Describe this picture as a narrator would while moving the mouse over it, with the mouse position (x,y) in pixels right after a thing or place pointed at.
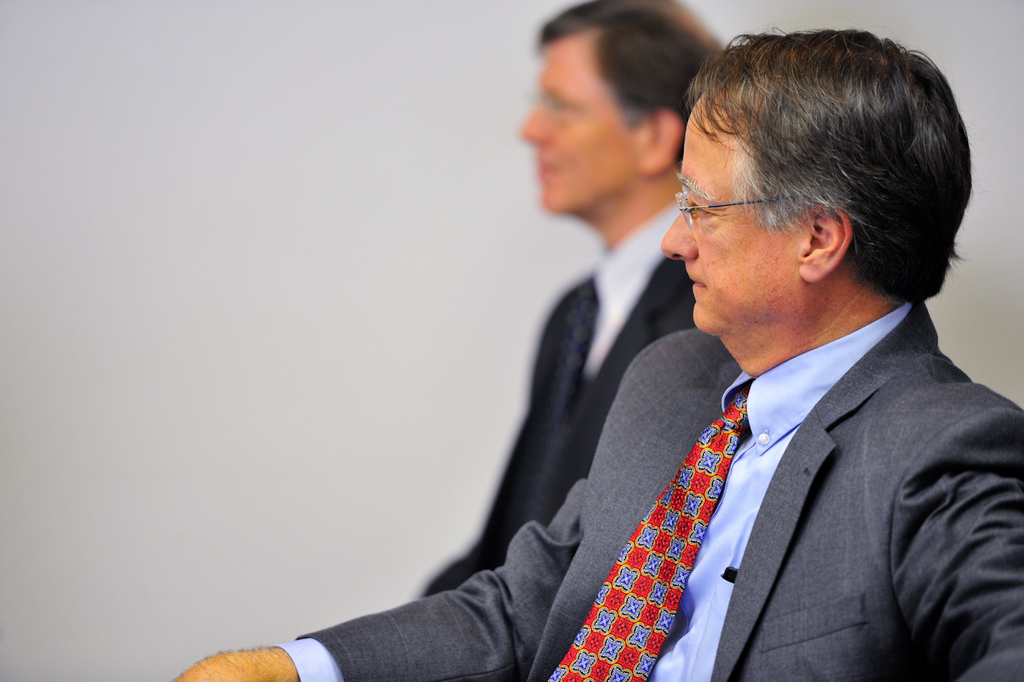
There are two people (675,509) and this man (673,512) wore tie (639,579) and spectacle (676,195). In the background (314,138) it is white.
